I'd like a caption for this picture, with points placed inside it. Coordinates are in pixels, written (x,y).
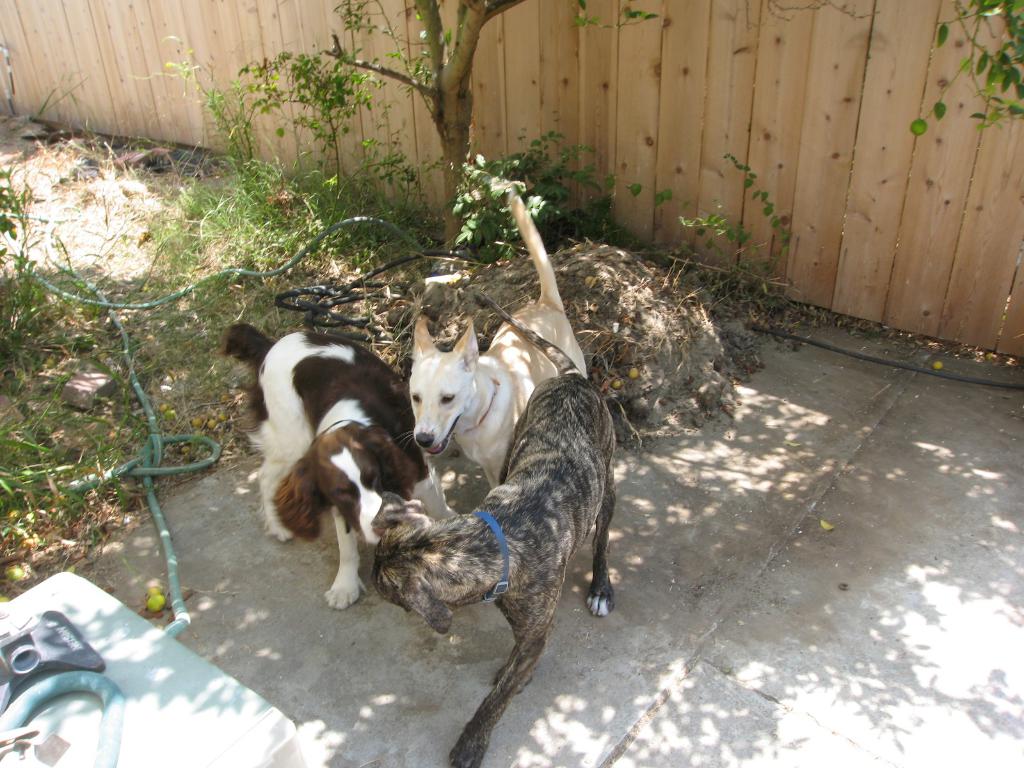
This image is taken outdoors. At the bottom of the image (719,695) there is a floor (782,599) and there is a ground (171,379) with grass (115,354) on it. In the background (487,104) there is a wooden fence (190,102) and there is a tree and a plant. In the middle of the image (533,362) there are three dogs (353,415). On the left side of the image (215,451) there is a pipe (109,298) on the ground (115,408) and there is a table (112,681) with a few things (72,672) on it.
